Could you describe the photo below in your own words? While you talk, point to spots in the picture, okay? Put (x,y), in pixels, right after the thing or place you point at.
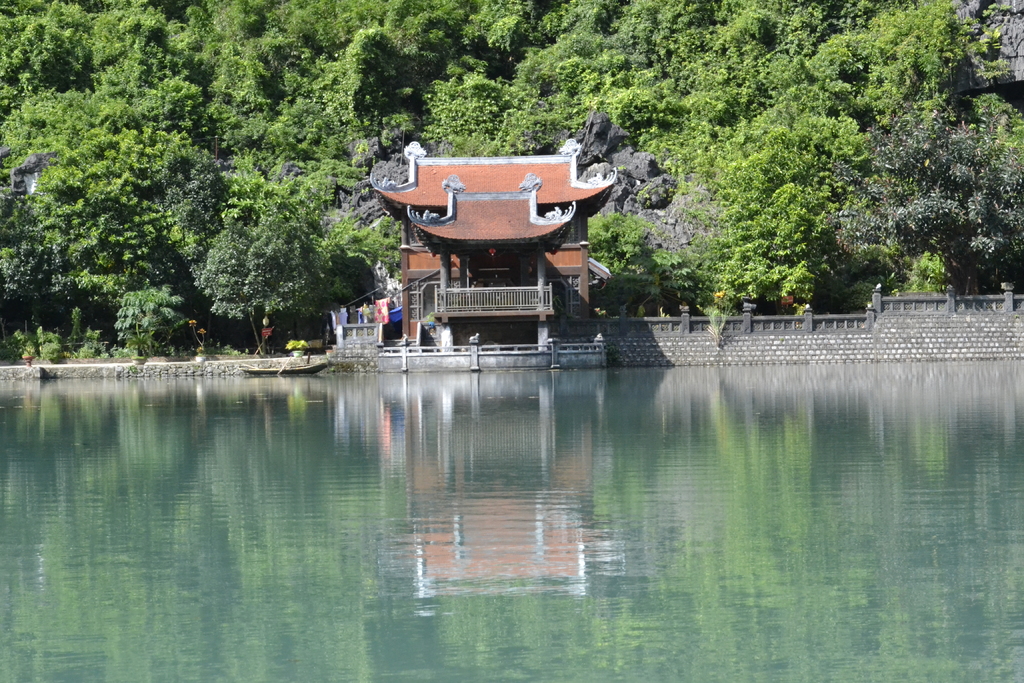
In this image we can see water (235,426) and a boat (252,371). We can also see a building (480,241) and number of trees (967,198) in the background (416,62).
